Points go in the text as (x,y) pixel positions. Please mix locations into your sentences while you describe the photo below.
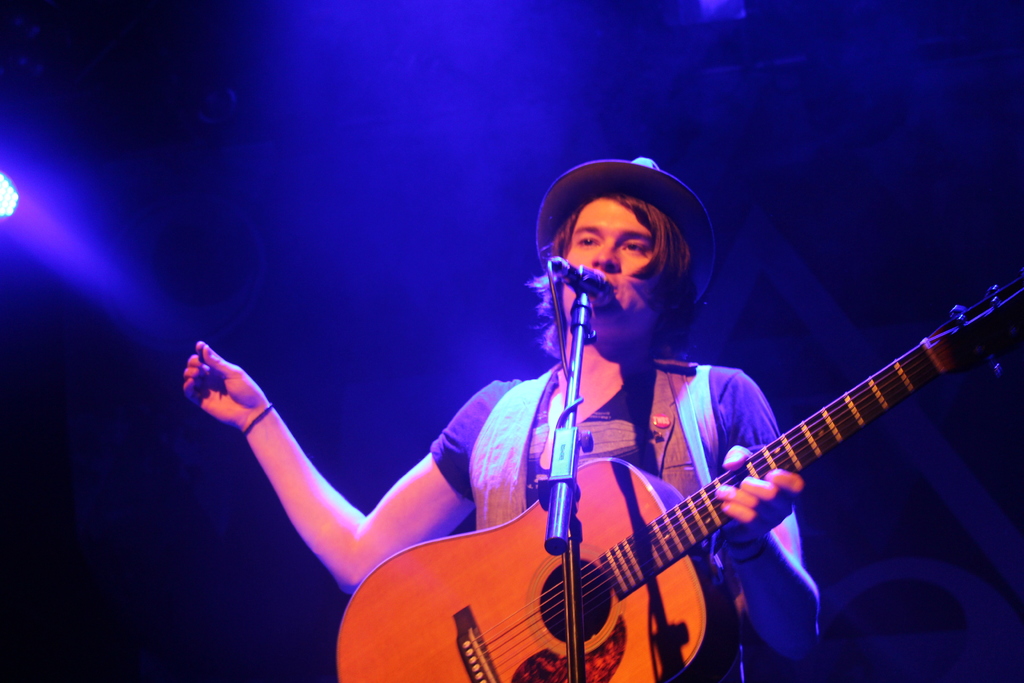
Background (259,208) is completely blue in colour. this is a light (15,203). Here we can see a man (683,293) with long hair (668,249), wearing a cap (673,192) standing in front of a mike (585,333) and playing a guitar (492,652). We can see a wristband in black colour to his hand (274,419).
